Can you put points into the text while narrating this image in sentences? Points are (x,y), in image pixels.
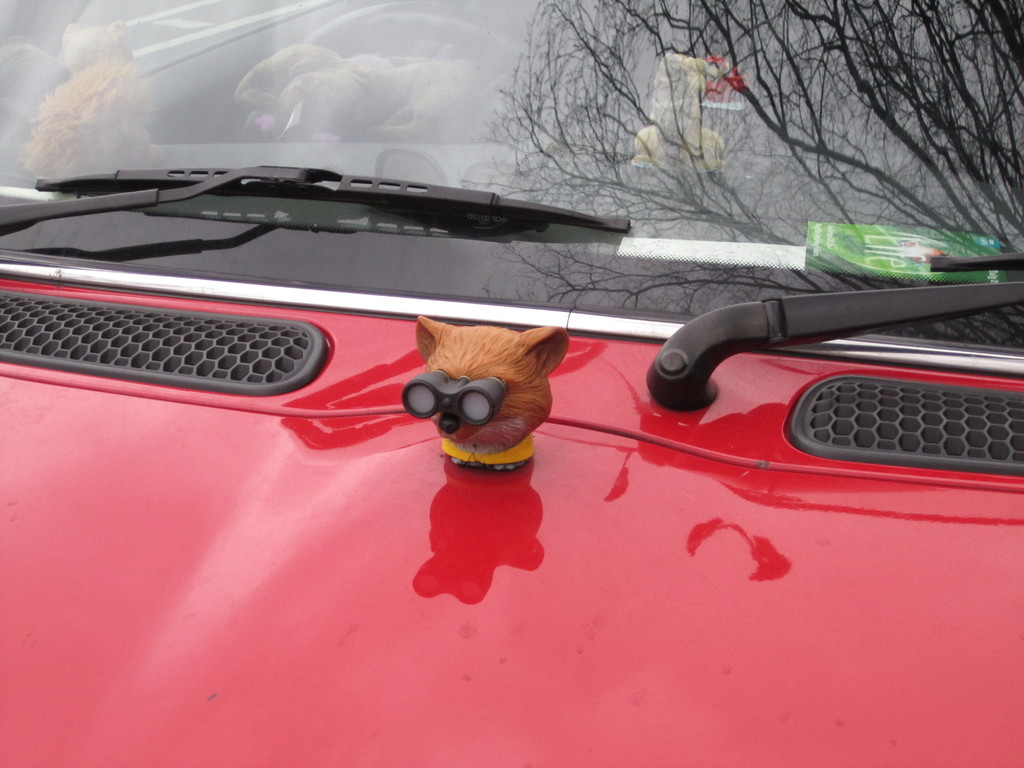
In the image we can see a vehicle (529,546), red in color. On the vehicle (622,625) there is a toy (483,360) and we can even see the reflection (840,95) of a tree (863,94).
